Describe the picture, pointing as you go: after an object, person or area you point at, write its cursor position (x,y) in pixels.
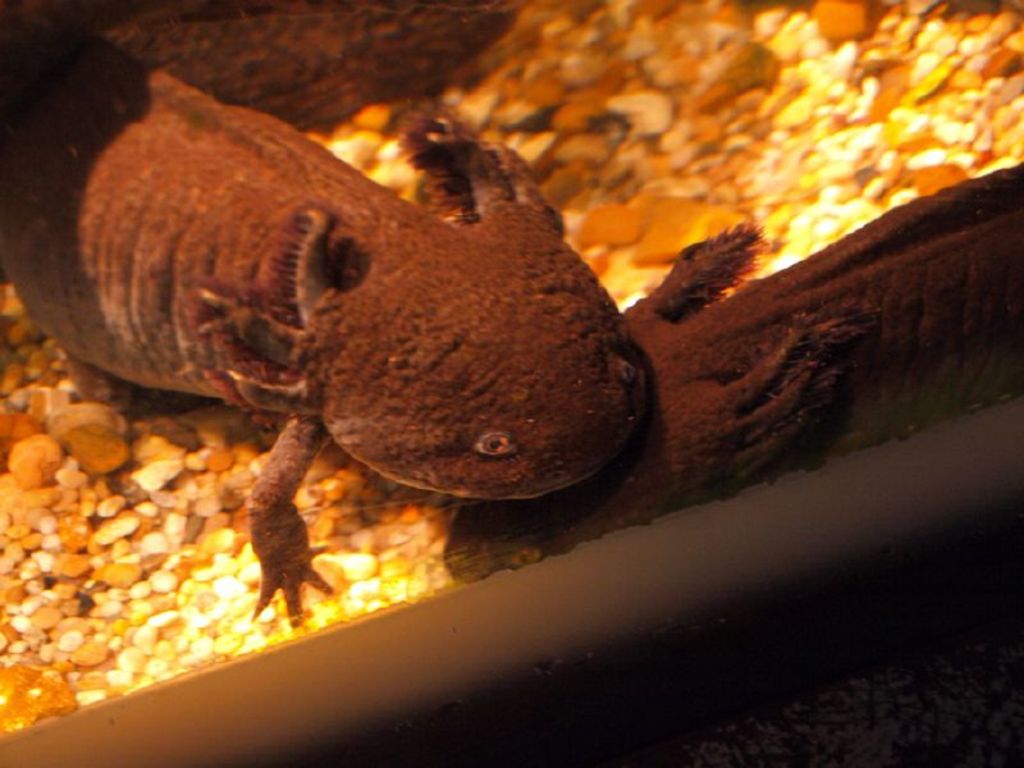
In this image we can see an axolotl (439,367) on some stones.
